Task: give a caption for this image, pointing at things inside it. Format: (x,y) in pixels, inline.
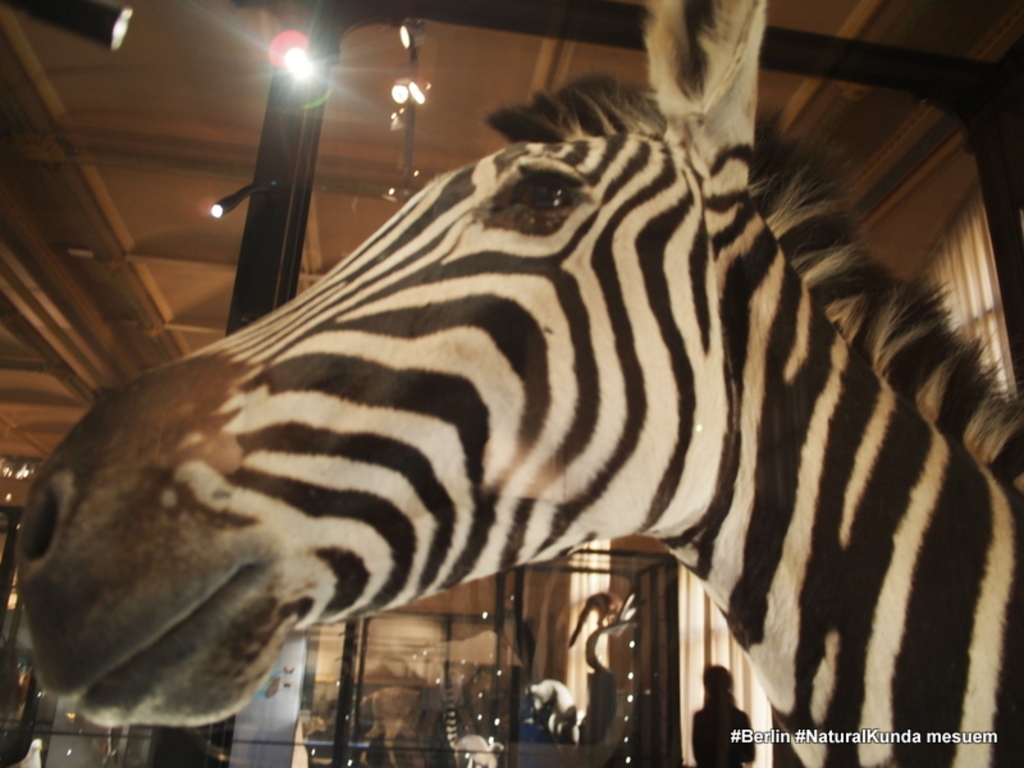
In this image I can see a zebra (810,424) and text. In the background (391,727) I can see lights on a rooftop (330,231), metal rods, animals (377,710), fence (349,702) and a person (729,727). This image is taken may be in a hall (731,656).
